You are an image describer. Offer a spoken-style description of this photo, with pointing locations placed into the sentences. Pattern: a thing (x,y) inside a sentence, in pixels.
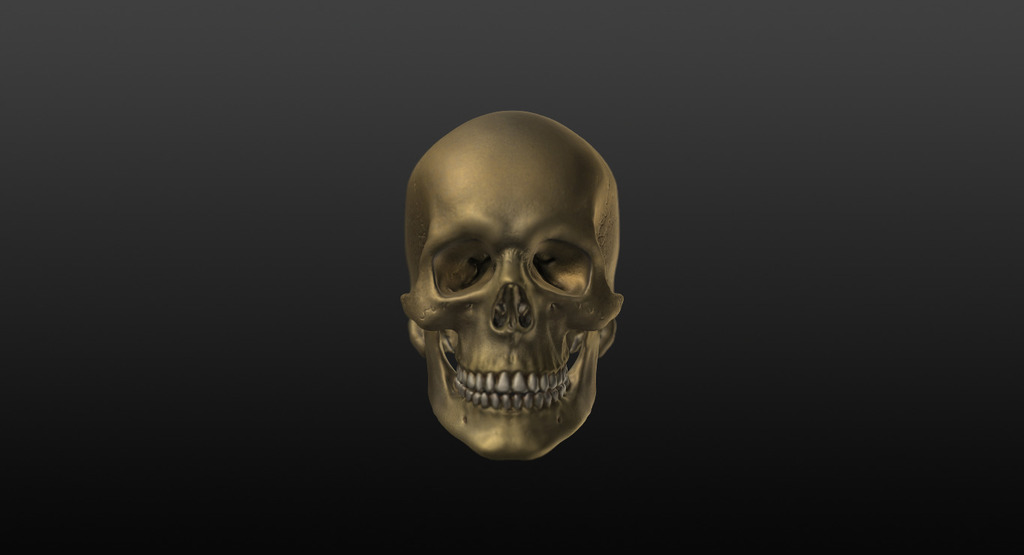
It is an animated image of a human skull (475,374).
